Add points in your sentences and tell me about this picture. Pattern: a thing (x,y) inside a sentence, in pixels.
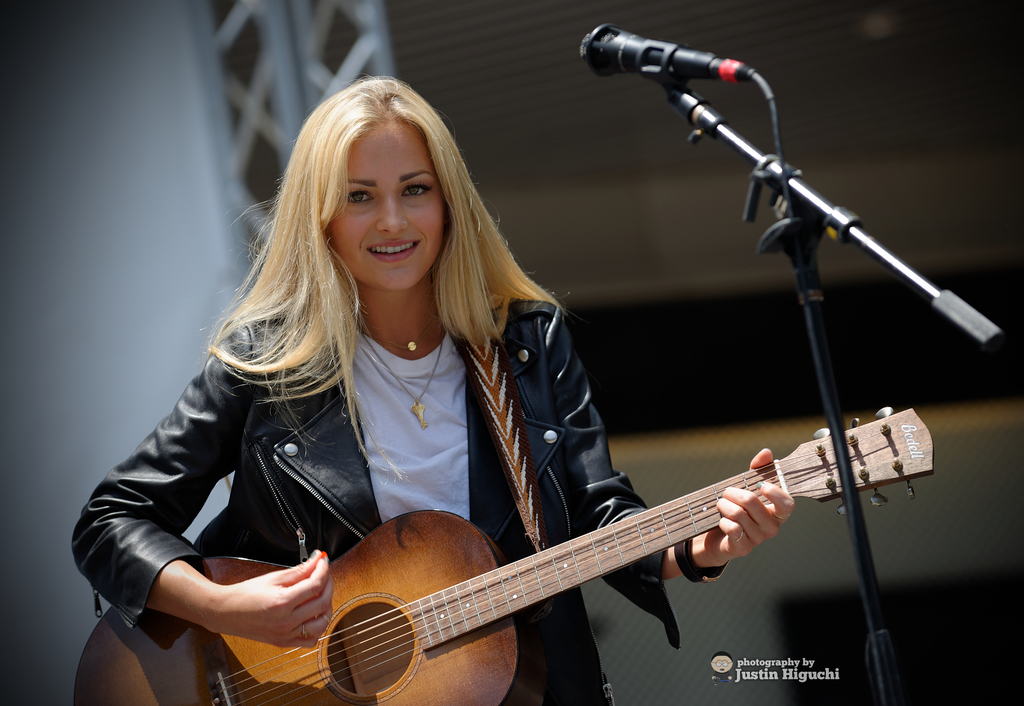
In this we can see a woman (579,378) is standing and smiling, and playing the guitar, and in front (842,452) here is the microphone (687,67) and stand (841,439).
